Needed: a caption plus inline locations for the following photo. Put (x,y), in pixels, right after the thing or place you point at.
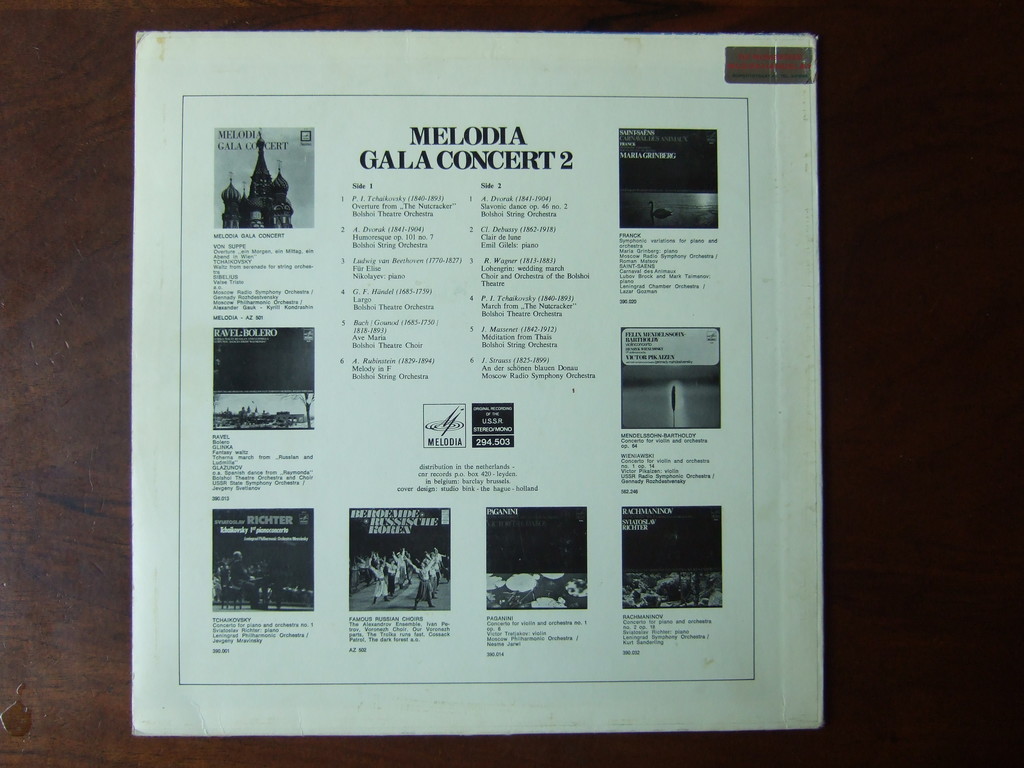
In this image there is a poster (535,595) having some pictures (356,566) and some text (494,309) on it. On the poster (560,365) there are few persons (427,583). There is building (254,202). Left bottom of paper (218,562) there is a person (229,571) sitting on the chair (237,596). Right top there is a bird (666,210) in water (688,210).
